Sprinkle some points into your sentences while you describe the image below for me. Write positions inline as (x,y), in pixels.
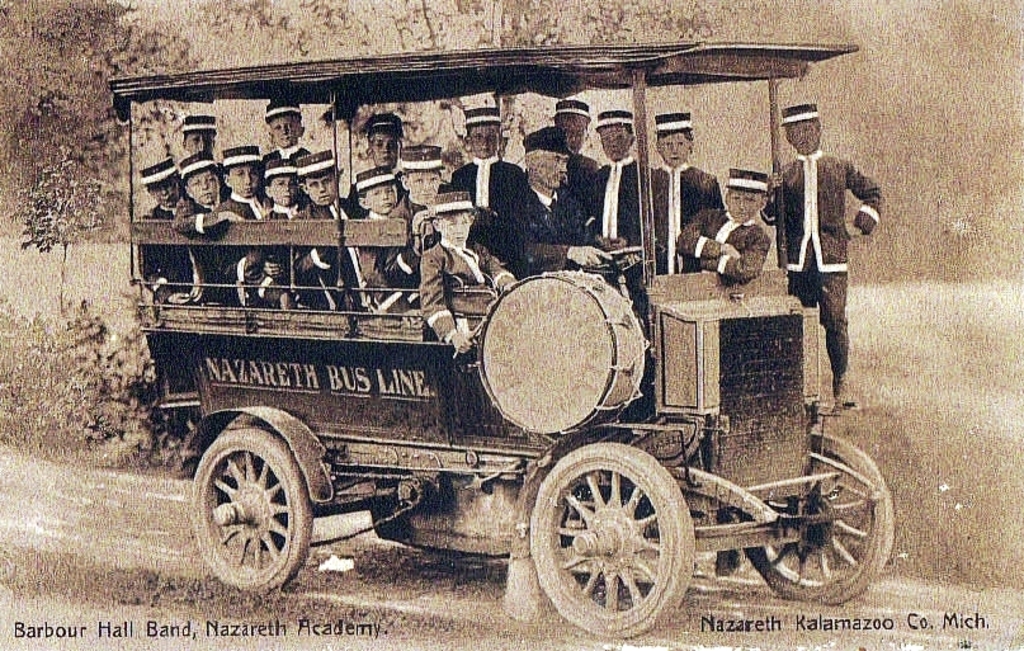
This picture is a black and white image. In this image we can see one vehicle (367,418) on the road (1001,593), one man (544,201) driving the vehicle (679,286), some text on the vehicle (659,286), some boys (732,238) standing on the vehicle (391,418), some boys (411,300) sitting in the vehicle (363,287), one boy (446,277) holding the drum (571,371), some trees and plants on the ground (152,511). Some text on the bottom right (711,630) and left side of the image (30,633). The image is blurred.
